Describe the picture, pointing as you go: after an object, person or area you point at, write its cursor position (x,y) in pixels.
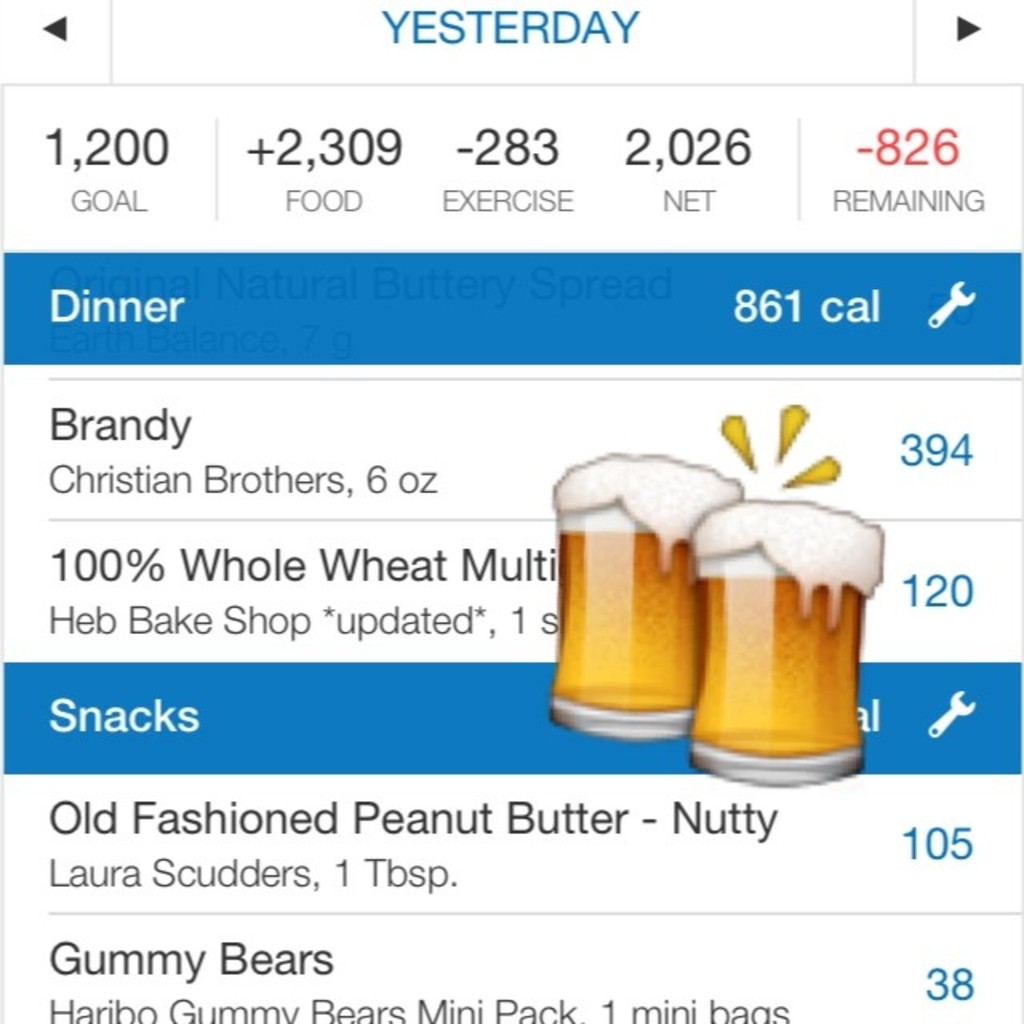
The image looks like a screenshot. In the image we can see text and emoji (719,625) of glasses (729,634) with drink (687,609).
